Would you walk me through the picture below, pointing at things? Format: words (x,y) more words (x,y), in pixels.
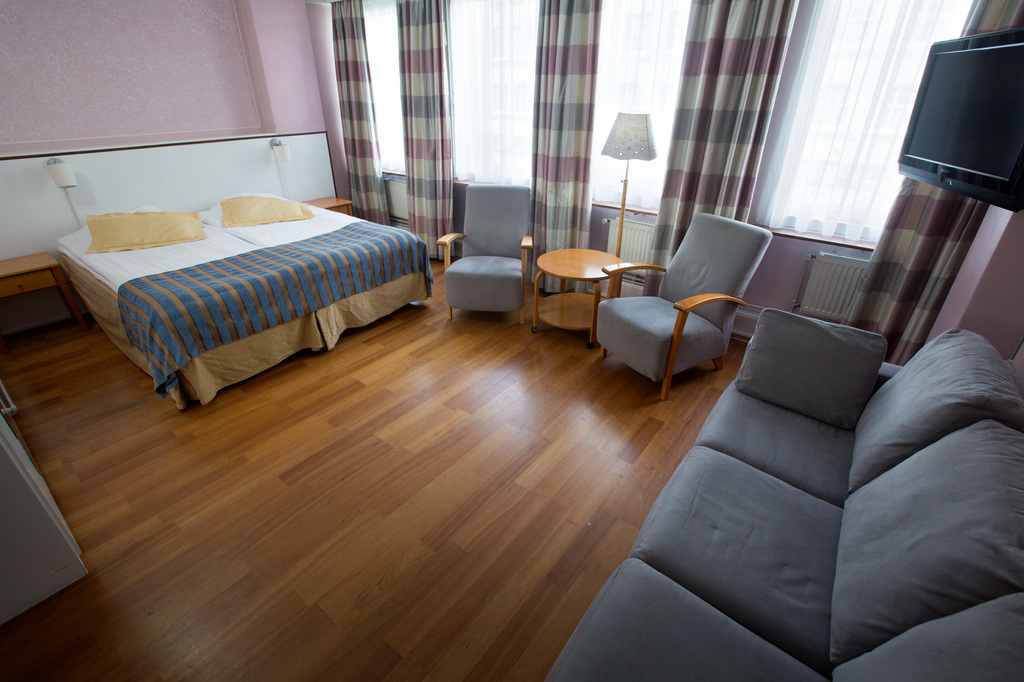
In this image I see a bed (88,309), 2 tables (547,318), a lamp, curtains (575,171), TV (1001,154), 2 chairs (613,279) and a sofa (942,347) and I see the pink wall (243,30).
